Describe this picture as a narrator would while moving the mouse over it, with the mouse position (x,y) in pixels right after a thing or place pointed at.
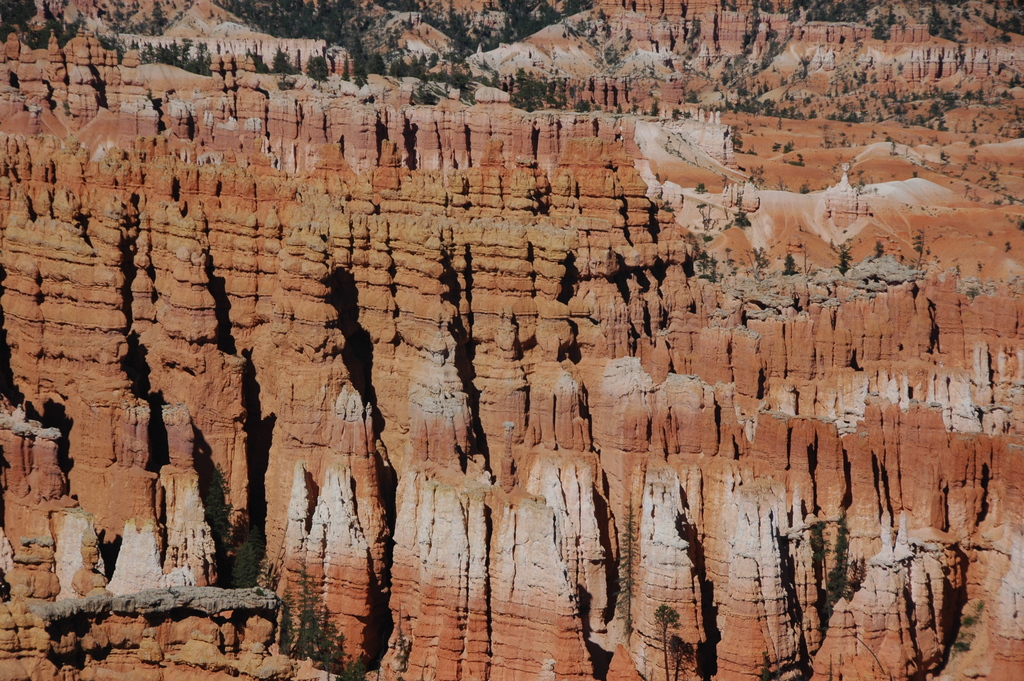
In this picture there are trees (459,62) and there are rocks (376,218).
